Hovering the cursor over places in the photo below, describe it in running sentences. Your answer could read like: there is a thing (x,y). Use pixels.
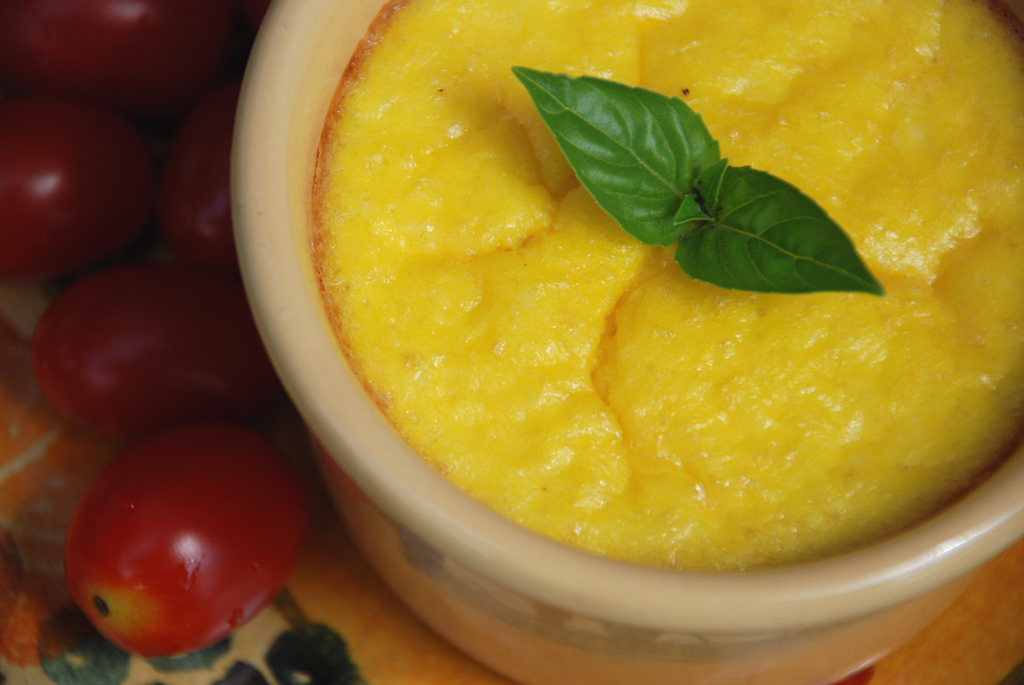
Here in this picture there is a yellow color curry (501,409) in the bowl (591,629). Beside there are some red tomatoes (195,503).
